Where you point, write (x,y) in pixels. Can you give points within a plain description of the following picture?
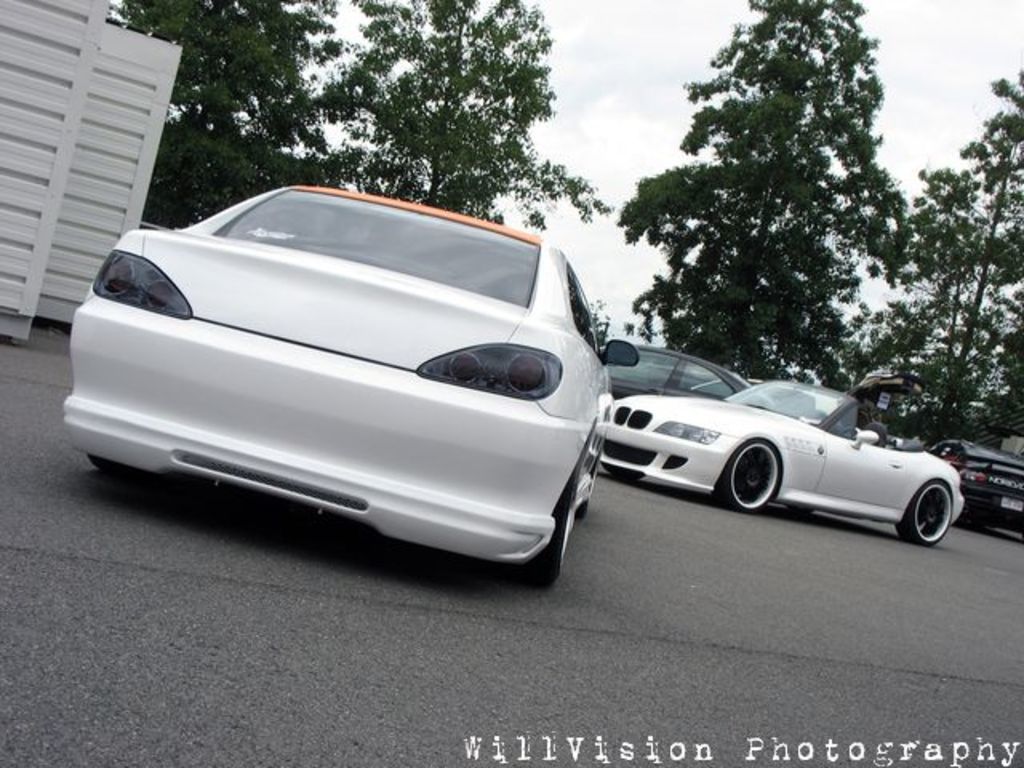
In the picture we can see some cars (371,241) on the road (745,648) and beside it, we can see a part of the wall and in the background (505,128) we can see the trees (861,185) and the sky (643,151) with clouds (729,5).
